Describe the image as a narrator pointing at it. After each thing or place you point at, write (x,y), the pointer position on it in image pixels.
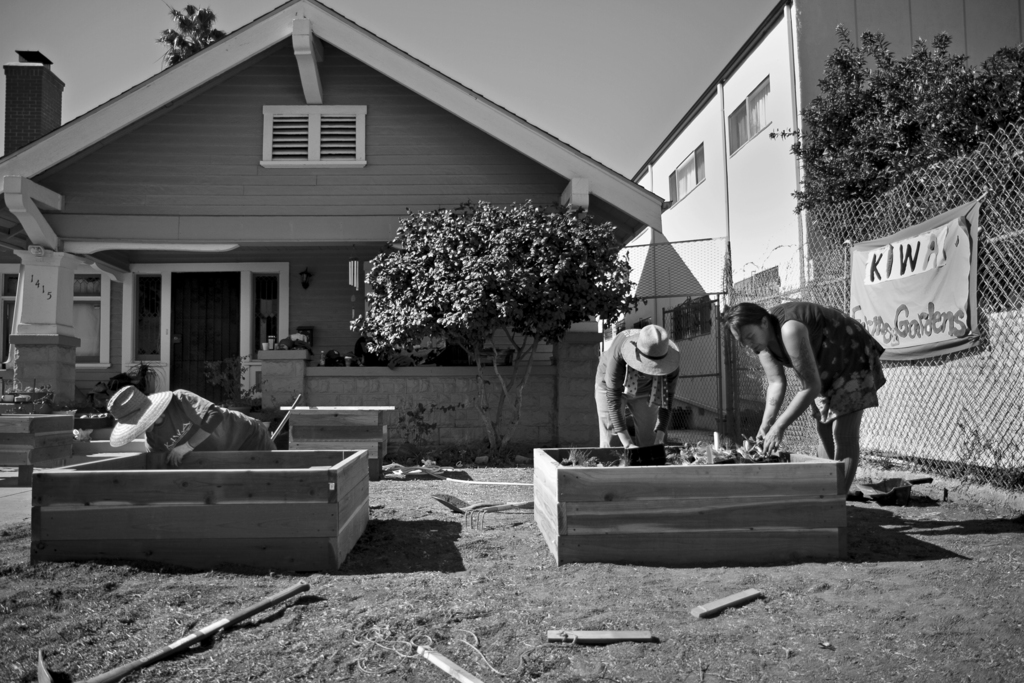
In this picture we can see few people (635,439), in the background (547,297) we can find few houses (439,382), trees (806,161) and a banner (908,288) on the fence (958,377), it is a black and white photography.
